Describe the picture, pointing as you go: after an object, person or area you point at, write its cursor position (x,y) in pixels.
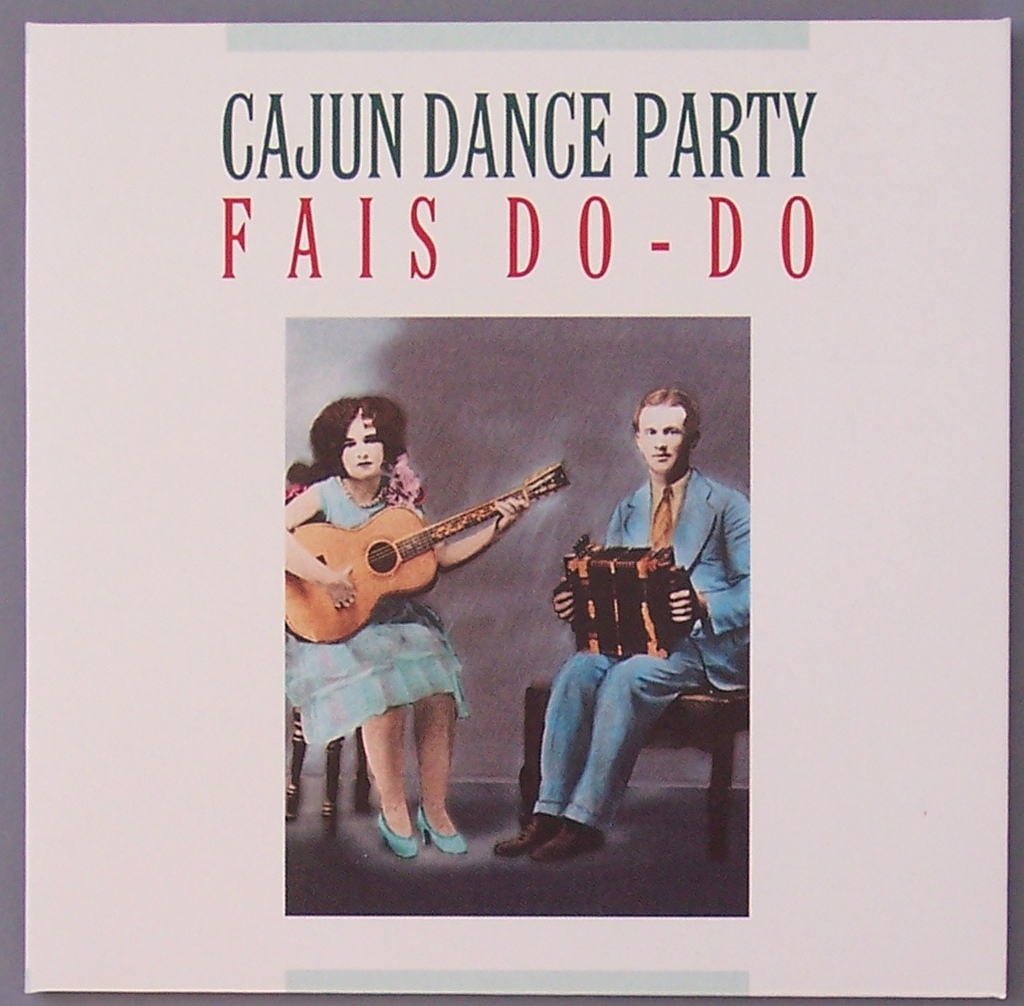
In this image we can see there is a poster (392,449). On the poster (386,550) there are two persons (570,605) sitting on chairs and playing musical instruments (591,621) and there is some text (715,202) on it.
